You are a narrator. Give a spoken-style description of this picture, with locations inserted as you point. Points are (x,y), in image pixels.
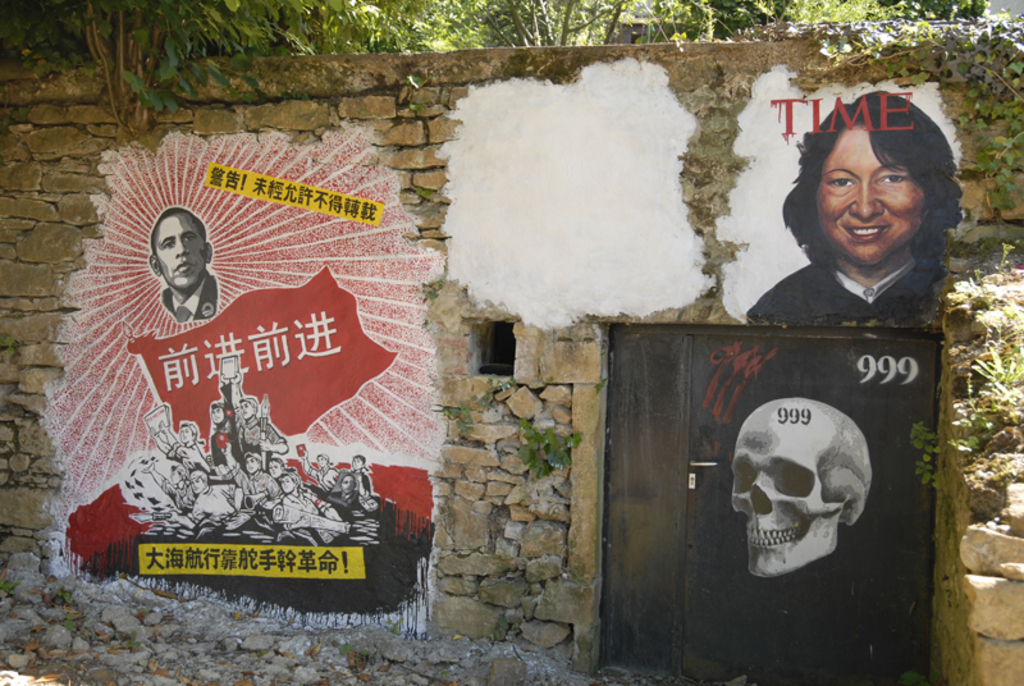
In this picture there are trees (42,13) at the top side of the image (161,5) and there are posters (805,305) on the wall (446,305).
